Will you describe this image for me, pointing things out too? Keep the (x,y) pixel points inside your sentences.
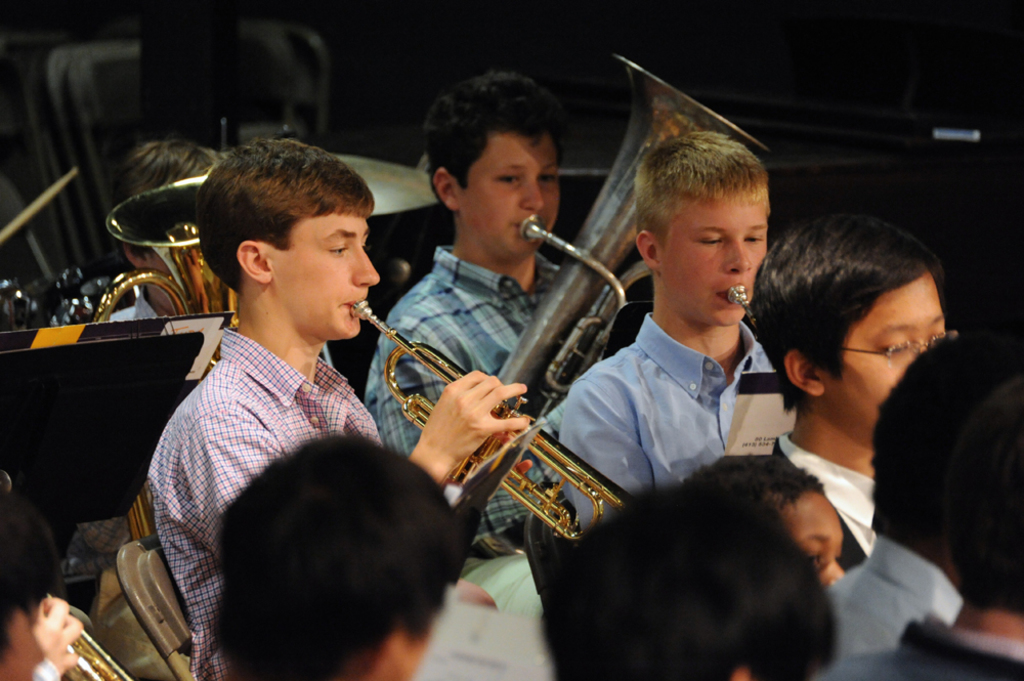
In this picture there are group of people (946,643) playing musical instrument (565,462) and there are books (136,318) on the stand (111,505).
